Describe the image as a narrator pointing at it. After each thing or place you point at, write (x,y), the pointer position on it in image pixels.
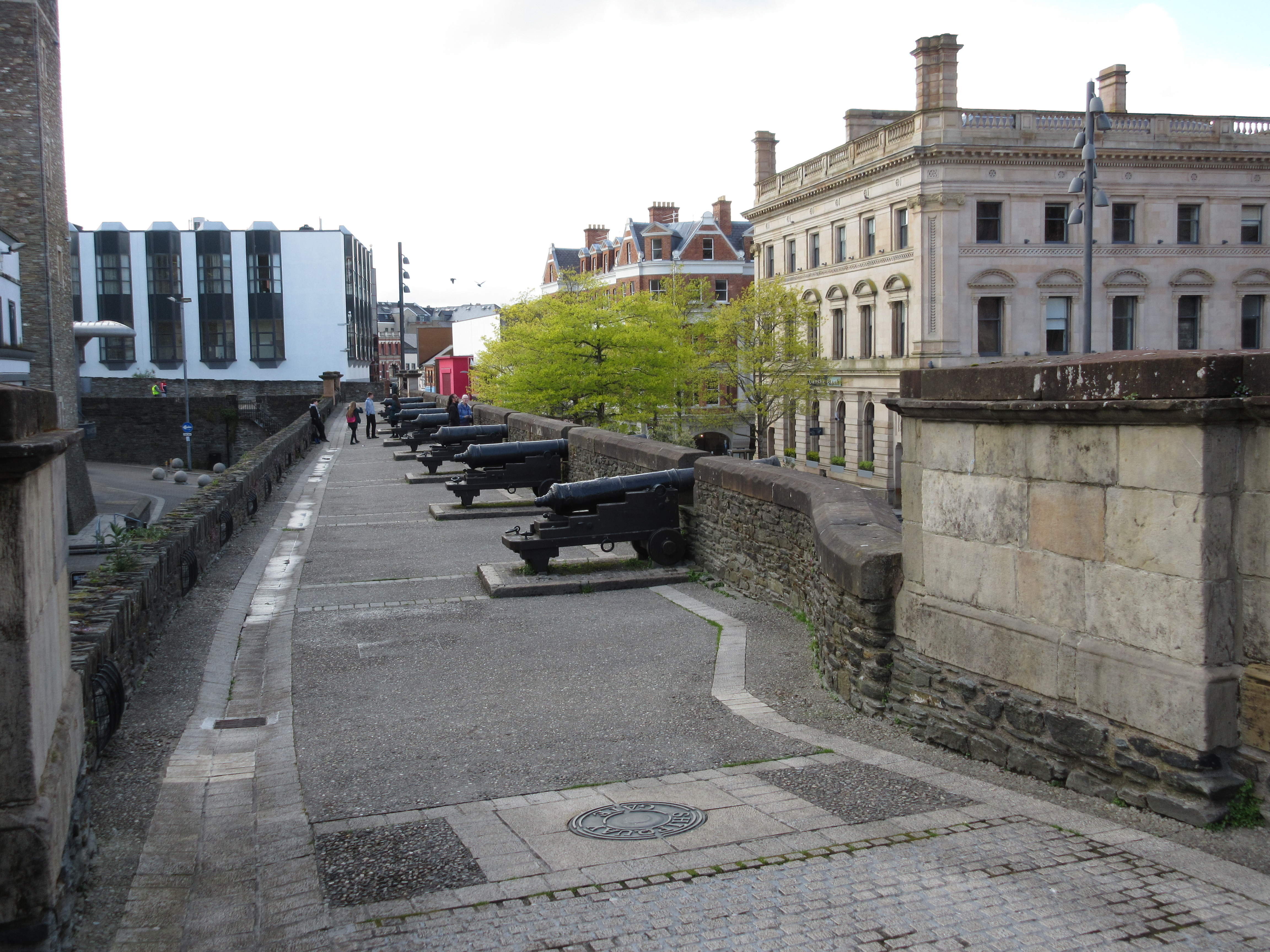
At the back of the image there are a few persons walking on the path (422,600). On the right (852,376) and left side of the image (68,415) there are buildings (852,374) and trees (812,341). In the background (652,175) there is a sky (474,167).
